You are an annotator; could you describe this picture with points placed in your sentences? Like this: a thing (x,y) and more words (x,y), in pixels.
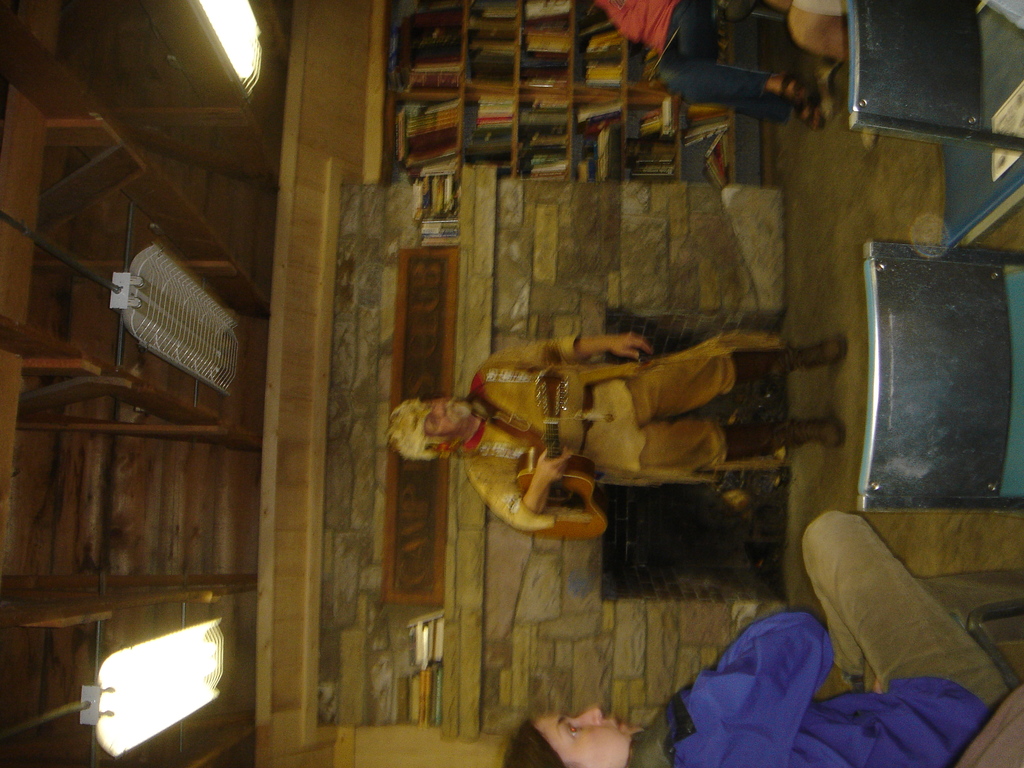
In this image we can see a man (515,399) holding the guitar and standing on the floor (817,390). We can also see a woman (964,683) sitting on the chair (1001,613). We can also see the two empty chairs (891,505). In the background (642,8) there is also another person (639,33) sitting. Image also consists of many books (547,165) placed on the racks (543,100). At the top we can see the roof (116,407) and also the lights (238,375). We can also see the fireplace (683,502).
